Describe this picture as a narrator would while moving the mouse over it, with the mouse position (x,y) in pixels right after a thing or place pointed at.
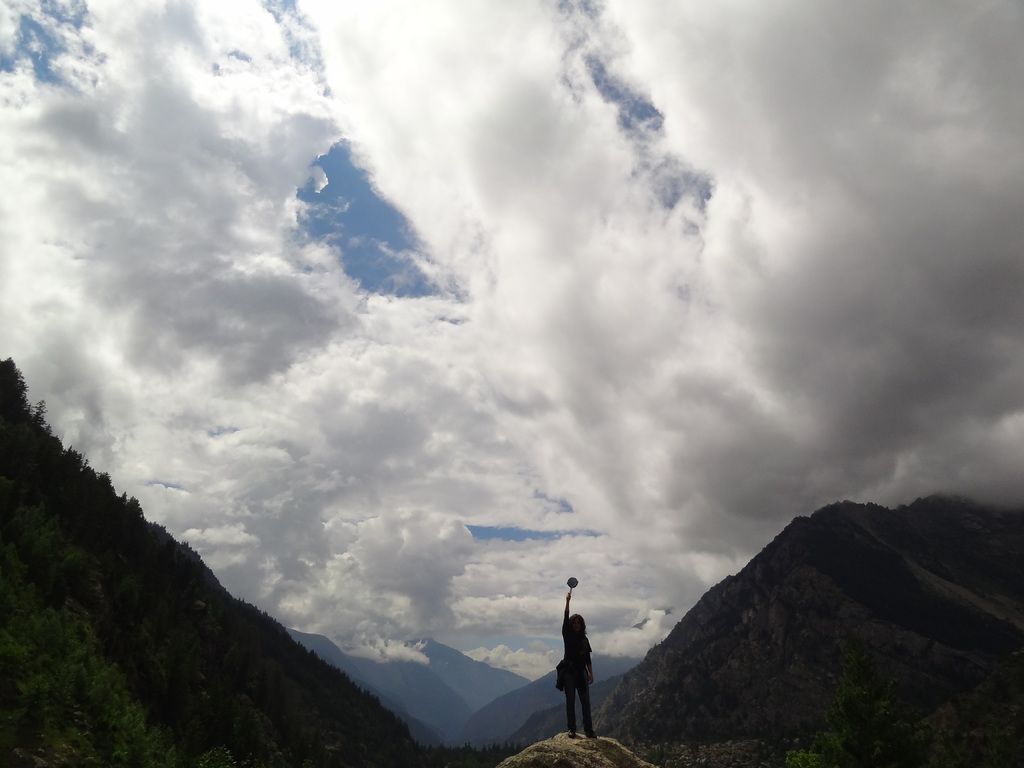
In the image we can see a person (573,659) standing and holding an object (571,592) in hand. We can even see there are trees (323,679), mountains (301,673) and a cloudy sky (239,461).
